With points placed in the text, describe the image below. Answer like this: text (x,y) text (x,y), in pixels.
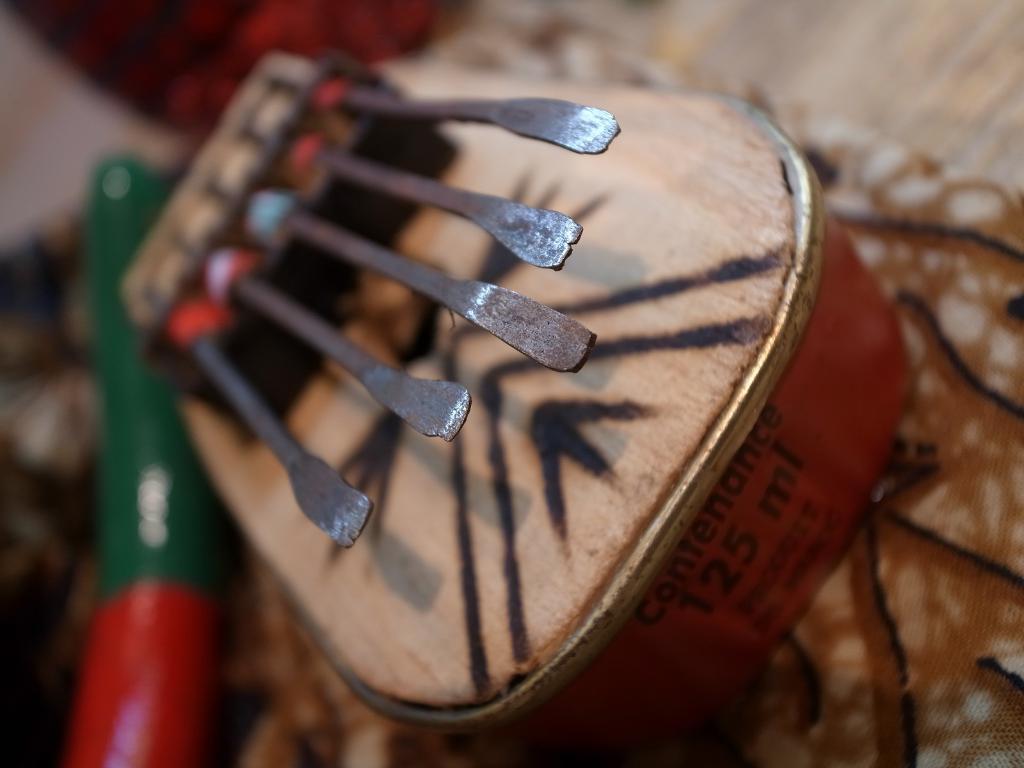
In this image we can see a wooden object (538,270) and metal rod (300,319) connected to it, and at side here is the object (116,469), which is green and red in color.
